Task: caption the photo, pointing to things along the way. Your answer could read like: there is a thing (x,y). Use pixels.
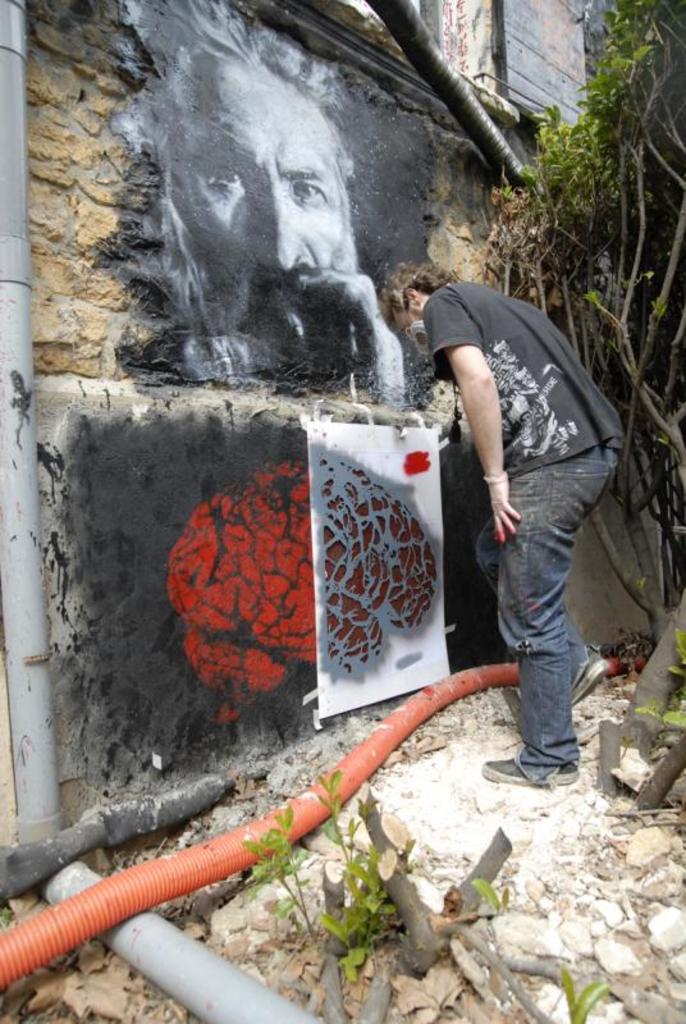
In the center of the image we can see a man (512,320) standing and painting on the wall (198,398). On the right side of the image (683,256) we can see tree (679,740). At the bottom (418,708) we can see pipes (111,913).
